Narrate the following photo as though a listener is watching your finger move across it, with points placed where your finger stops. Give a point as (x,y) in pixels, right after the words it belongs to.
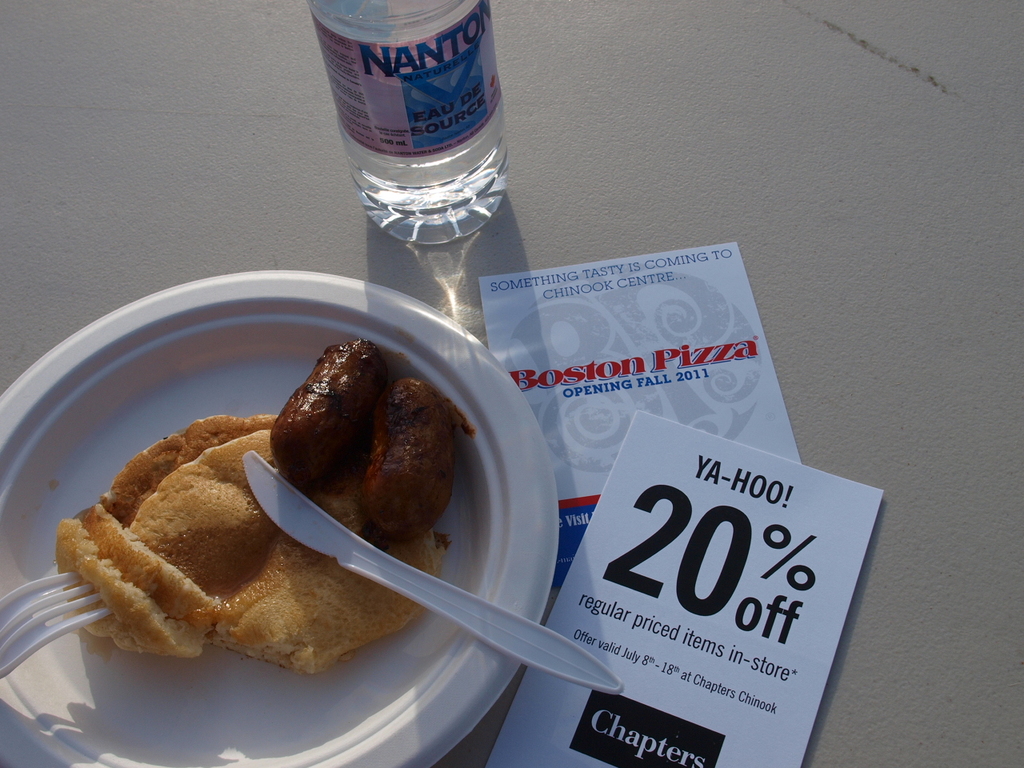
In the foreground of this image (327,456), there is a plate (264,490) with food (231,595) and fork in it and a bottle (407,121) and two cards (702,370) are placed on the surface (724,234).
